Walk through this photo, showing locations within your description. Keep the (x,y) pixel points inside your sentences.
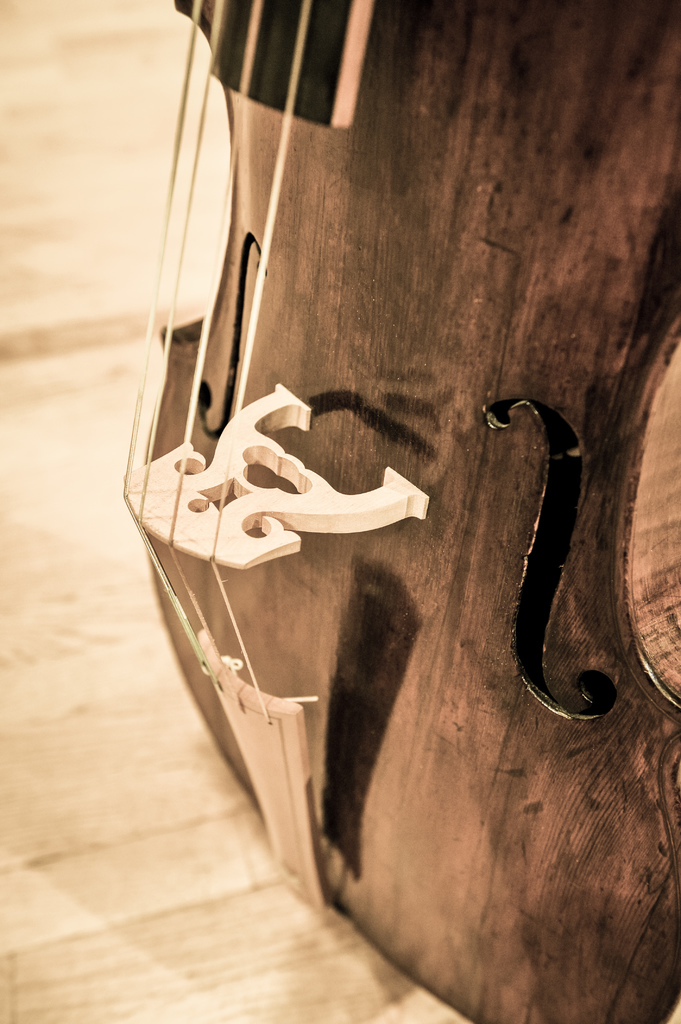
In the picture we can see a part of the musical instrument (439,995) with strings (256,685) which is placed on the wooden surface (65,379).
